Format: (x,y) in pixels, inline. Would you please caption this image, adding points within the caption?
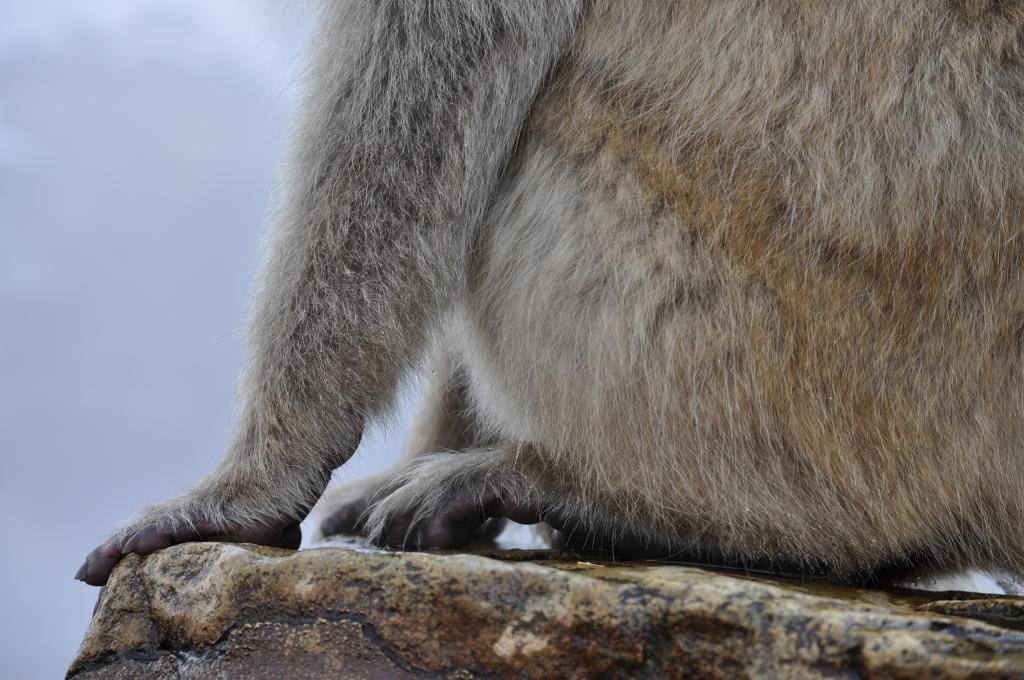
In the picture I can see an animal (419,361) is sitting on rocks (361,595). In the background (86,287) I can see the sky (109,239).
